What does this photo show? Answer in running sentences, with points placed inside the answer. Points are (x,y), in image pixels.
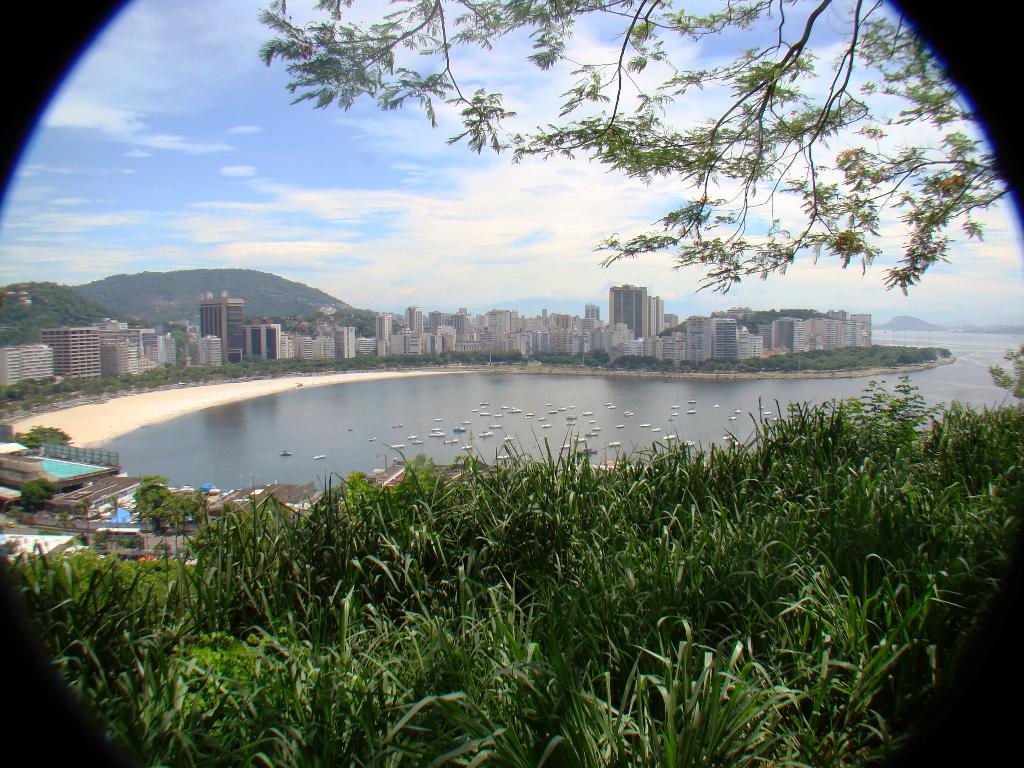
In this picture we can observe some grass (476,616) on the ground (377,616). There is an ocean (964,361). We can observe some boats (459,431) on the water (427,432). There are buildings (353,338). In the background (106,315) there are hills (241,289) and a sky (317,212) with clouds (413,202).
